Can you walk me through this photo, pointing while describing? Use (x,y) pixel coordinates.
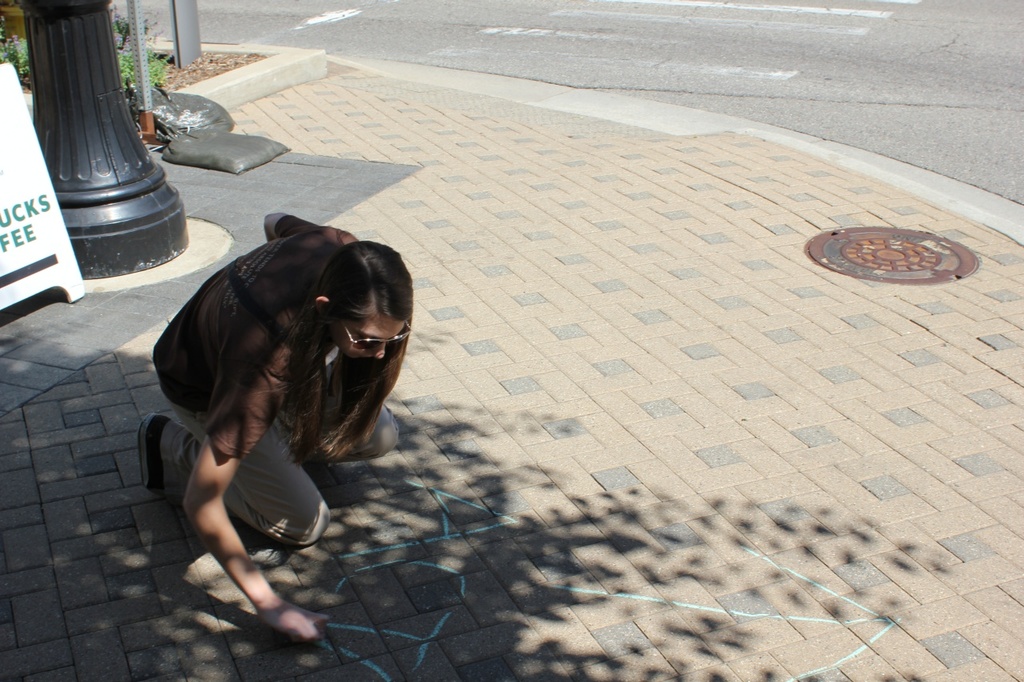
In the image a woman (224,442) is sitting and writing. Behind her there is a banner (42,223) and pole (192,41) and plants (156,83) and there are some black color bags (165,110).
